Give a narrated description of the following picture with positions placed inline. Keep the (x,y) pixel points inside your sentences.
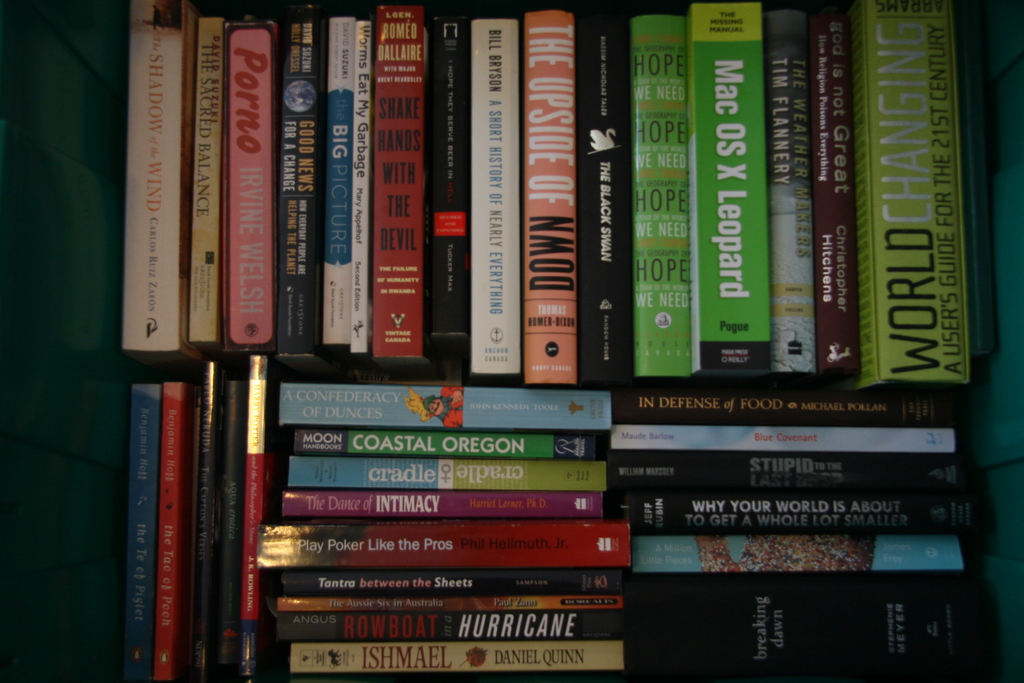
In this picture we can see the group of books (861,101) and we can see the text (886,200) and depictions of the animals (336,657) and the depictions of a person (461,409), bird (602,137), globe (299,108) and some objects (813,561) on the covers (728,258) of the books (607,547). In the left corner (102,39) there is an object (63,288).
